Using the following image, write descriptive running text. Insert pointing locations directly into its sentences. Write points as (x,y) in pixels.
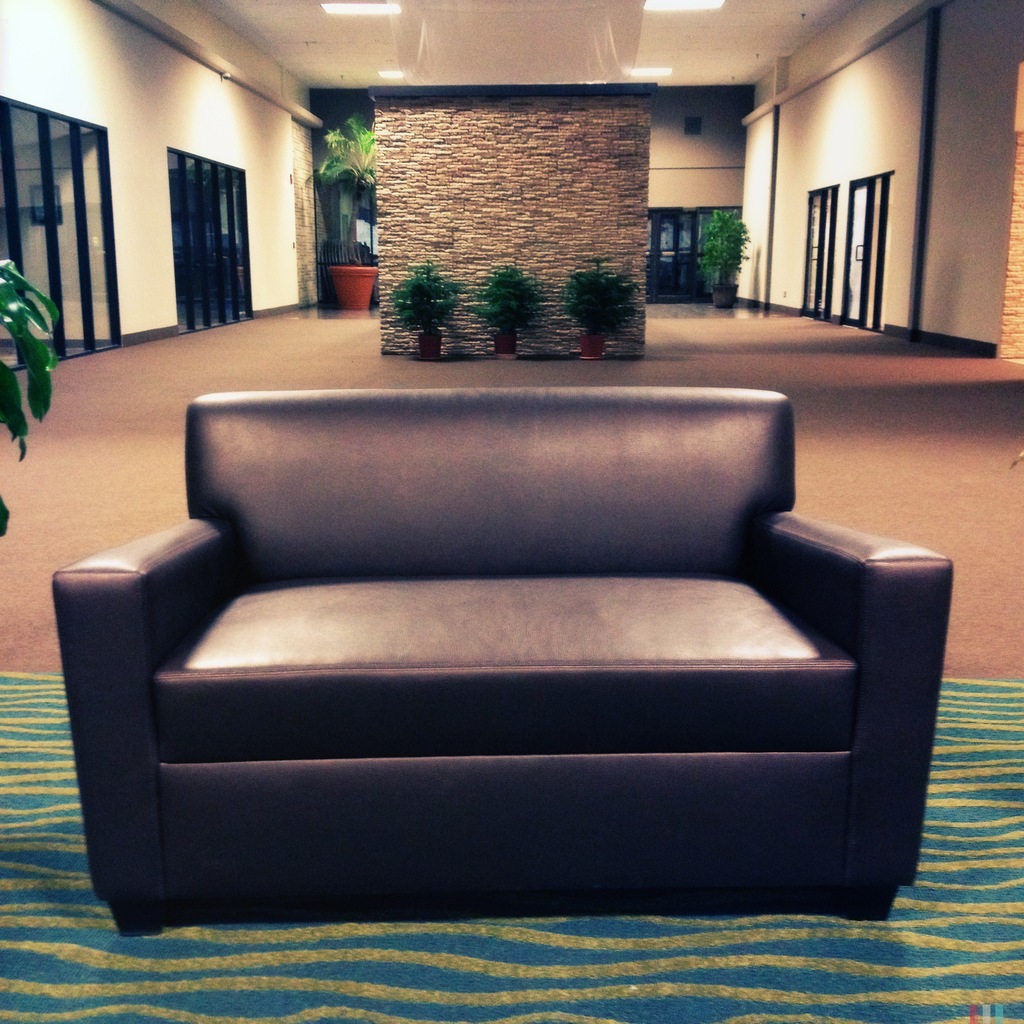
In this image there is a sofa (654,746). There is a blue color carpet (552,934). There are tree pots (503,307). There is a wall (147,190) with the glasses (93,256) on the both sides. There is a roof (748,51) with the lights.
